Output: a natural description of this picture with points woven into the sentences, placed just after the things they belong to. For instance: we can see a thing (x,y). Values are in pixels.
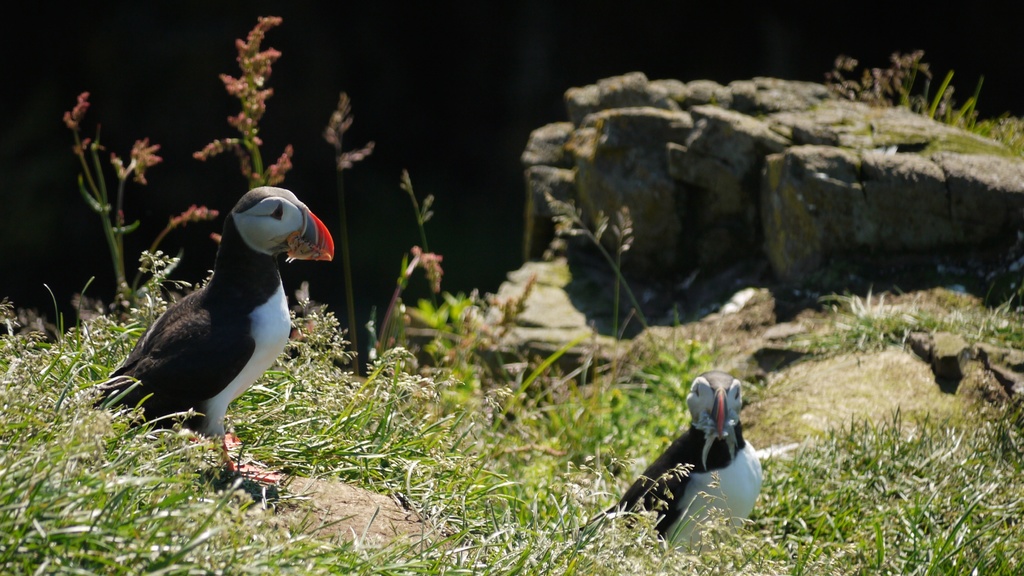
In this image we can see some birds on the ground (443,435). We can also see some grass (485,453), plants (436,305) and the rock (712,148).
